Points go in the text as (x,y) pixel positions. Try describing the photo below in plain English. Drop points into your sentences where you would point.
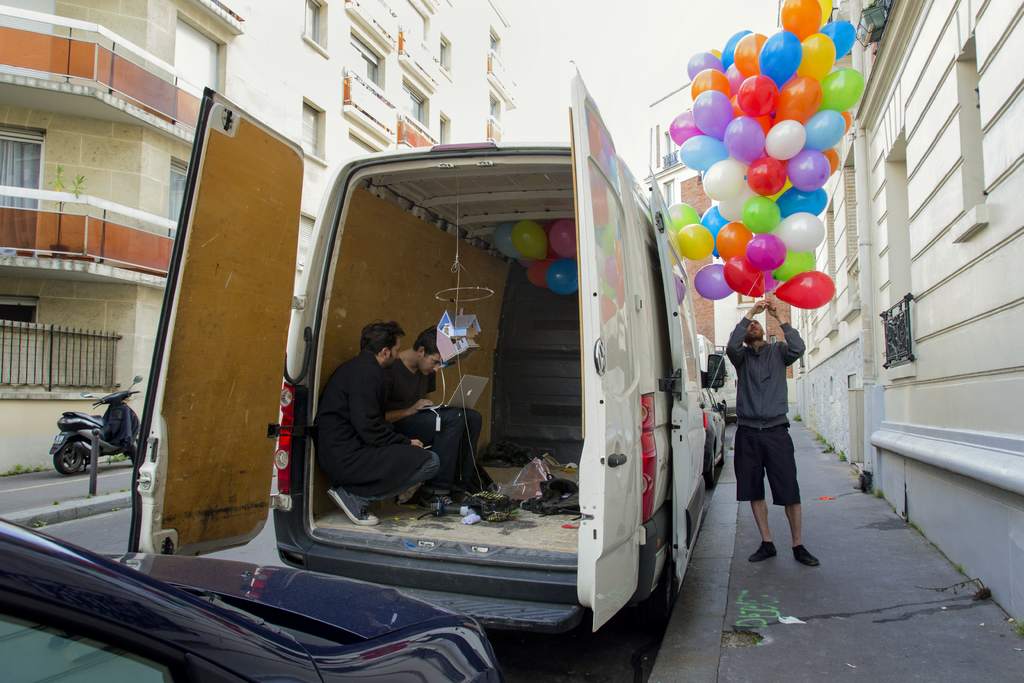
The two persons (325,428) sitting like a squat position in a van (490,353). On the right side (744,373) we have a another person (793,331). He's holding a balloon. We can see the background (65,447) there is a building (860,373) and scooty (106,440).
